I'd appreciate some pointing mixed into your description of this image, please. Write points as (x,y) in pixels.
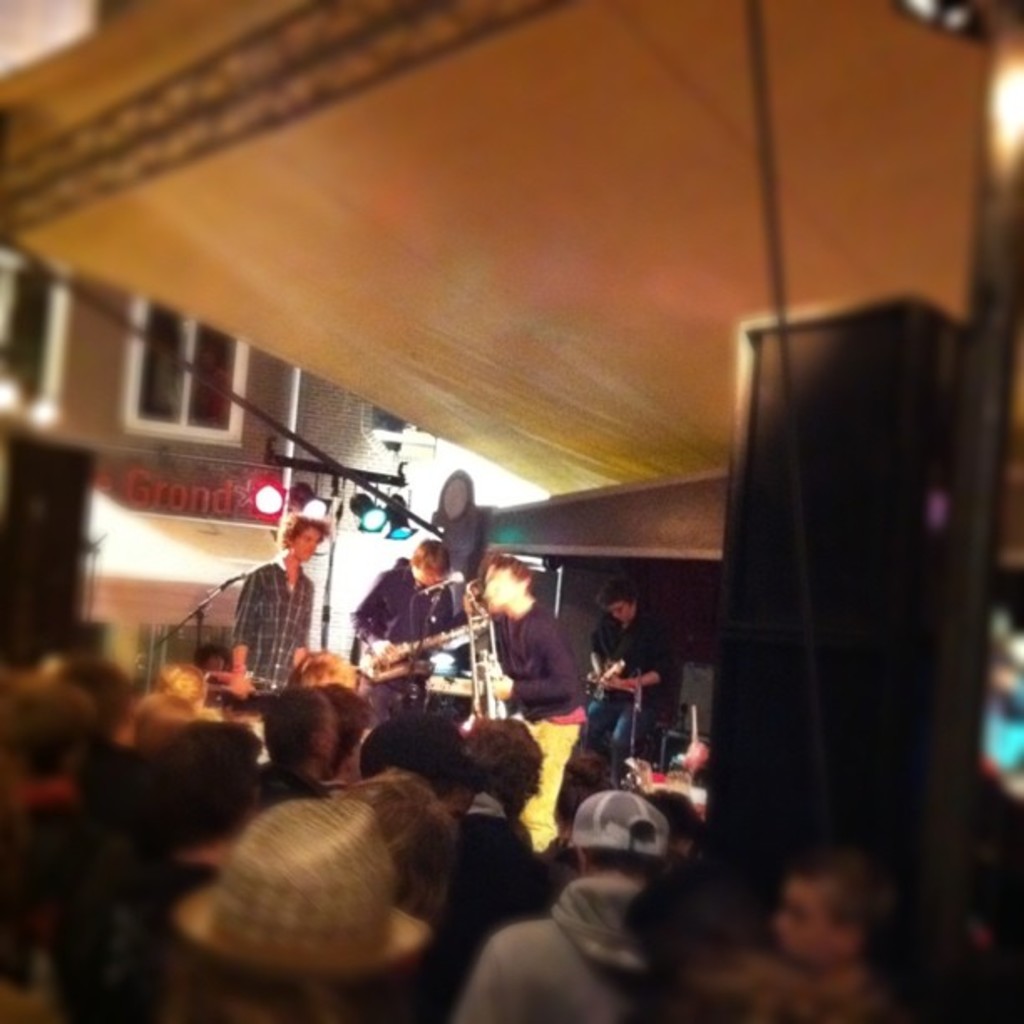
These are audience (515,813). On this stage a person (544,754) is standing. Backside of this person (282,610) three persons (619,611) are playing musical instruments (468,632). On top there are focusing lights (254,504). This is building (185,392) with window (182,386). Front there is a speaker (871,637) attached to pole (970,507).
